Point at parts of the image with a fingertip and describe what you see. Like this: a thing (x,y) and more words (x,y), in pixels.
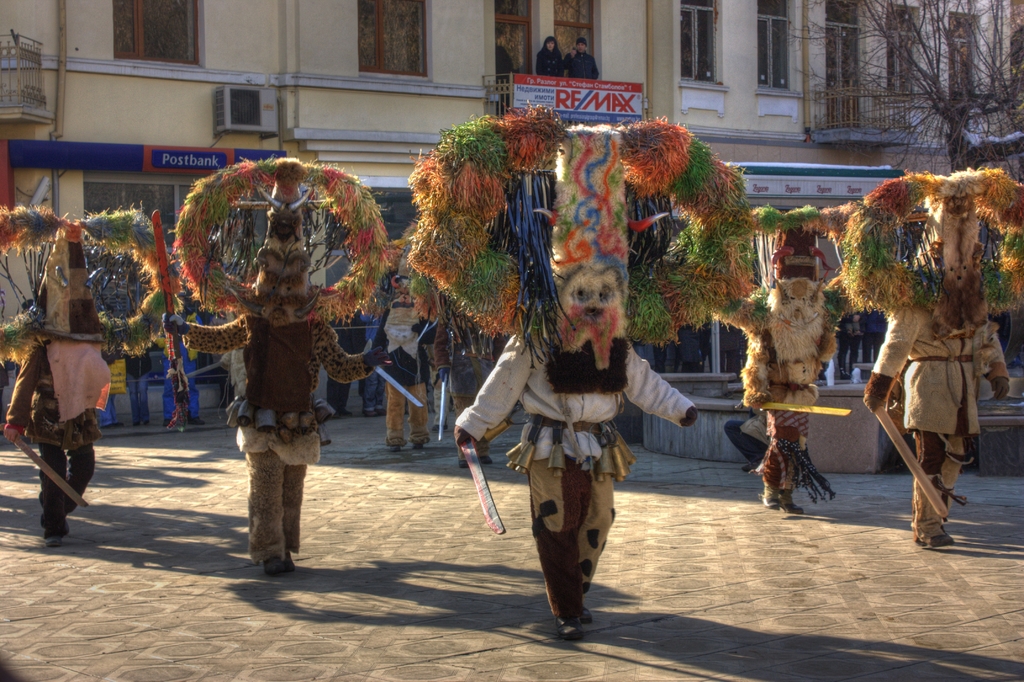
In this picture I can see there is a carnival, there are few people (301,425) wearing special costumes (566,428) and holding few objects (79,505) in their hands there are few people (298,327) standing in the backdrop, there is a building (270,81) behind them and there are few people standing in the balcony (525,90) and there is a tree (922,79) on to right (914,66) and there is some snow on the tree (983,94).
